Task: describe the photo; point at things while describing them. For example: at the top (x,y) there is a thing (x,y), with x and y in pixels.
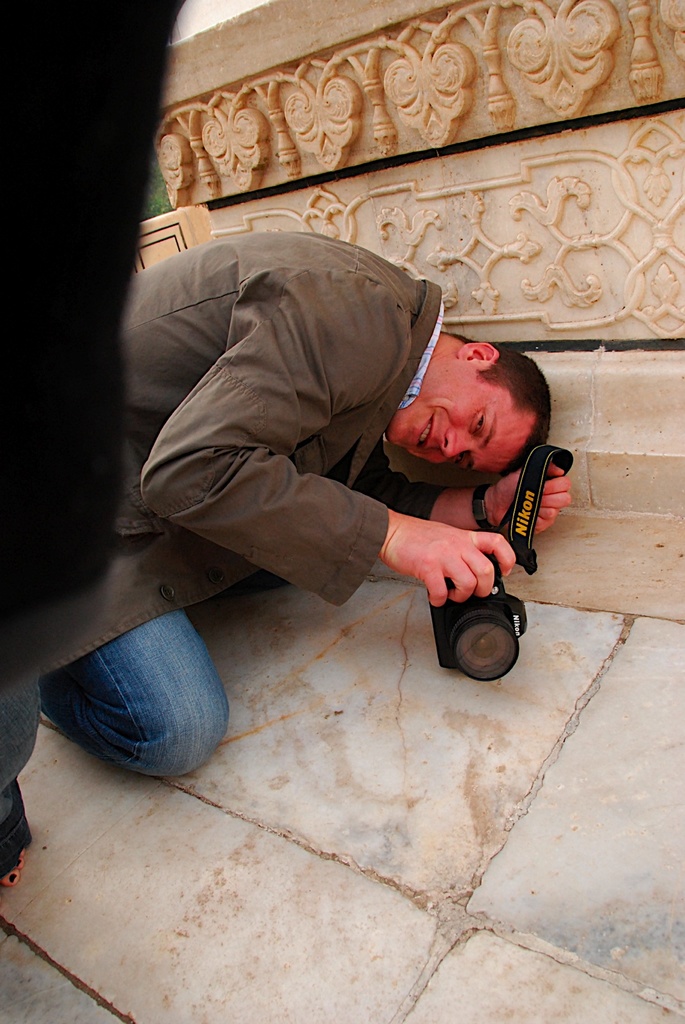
Here in this picture we can see a person (288,514) in a kneeling position on the ground (227,604) over there and he is holding a camera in his hand (427,555) in a certain angle and smiling over there.
